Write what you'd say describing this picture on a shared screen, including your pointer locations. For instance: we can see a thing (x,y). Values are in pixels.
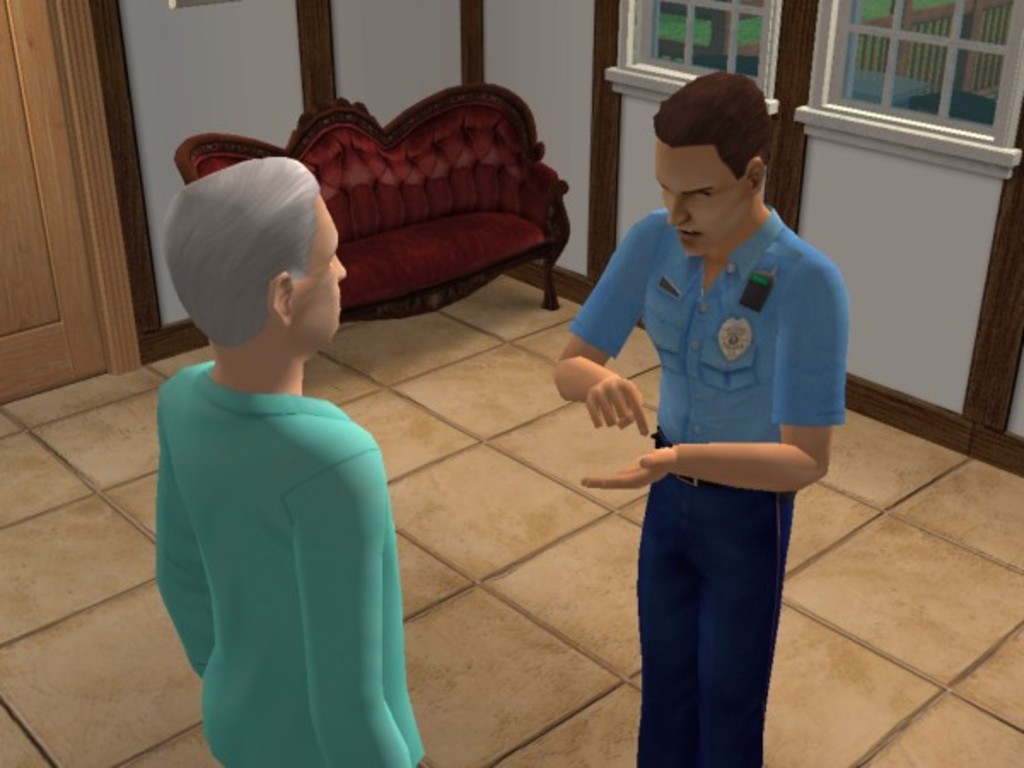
This is an animated image. There are a few people (351,427). We can see the ground (440,385) and the wall (379,106). We can also see the sofa (450,196) and some wood (126,298) on the left (127,301). We can also see some glass windows (833,68). We can see some grass (756,41) and the fence (937,17).
